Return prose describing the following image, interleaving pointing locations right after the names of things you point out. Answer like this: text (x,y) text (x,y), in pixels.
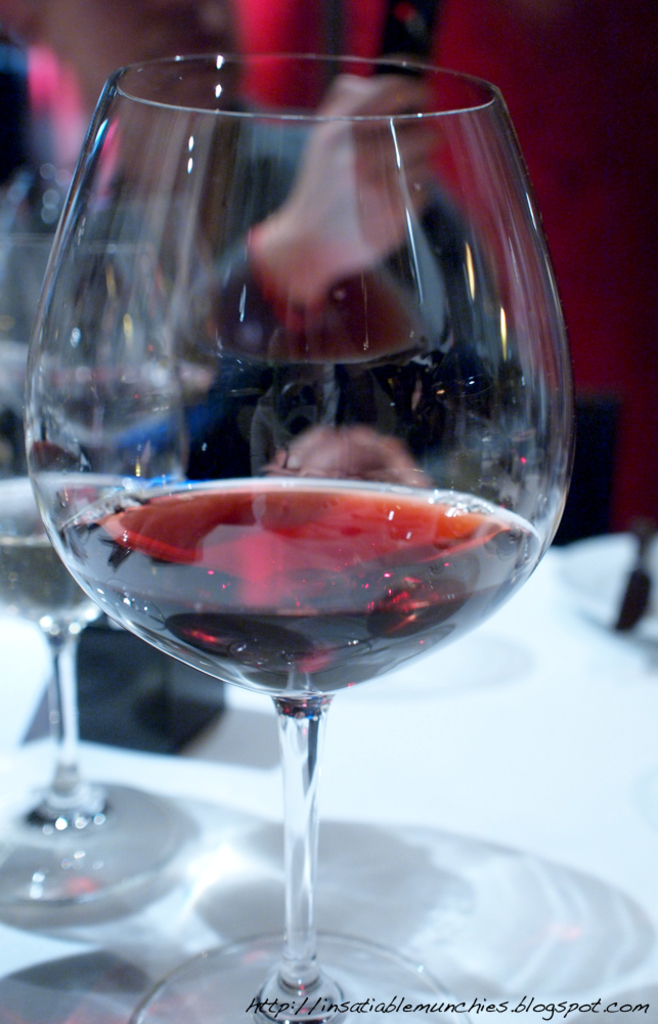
At the bottom (240,872) we can see a table (210,792), on the table (499,707) there are glasses (283,708) and other objects (88,731). The background (72,64) is blurred. In the background (319,223) we can see a person's hand (345,215).
